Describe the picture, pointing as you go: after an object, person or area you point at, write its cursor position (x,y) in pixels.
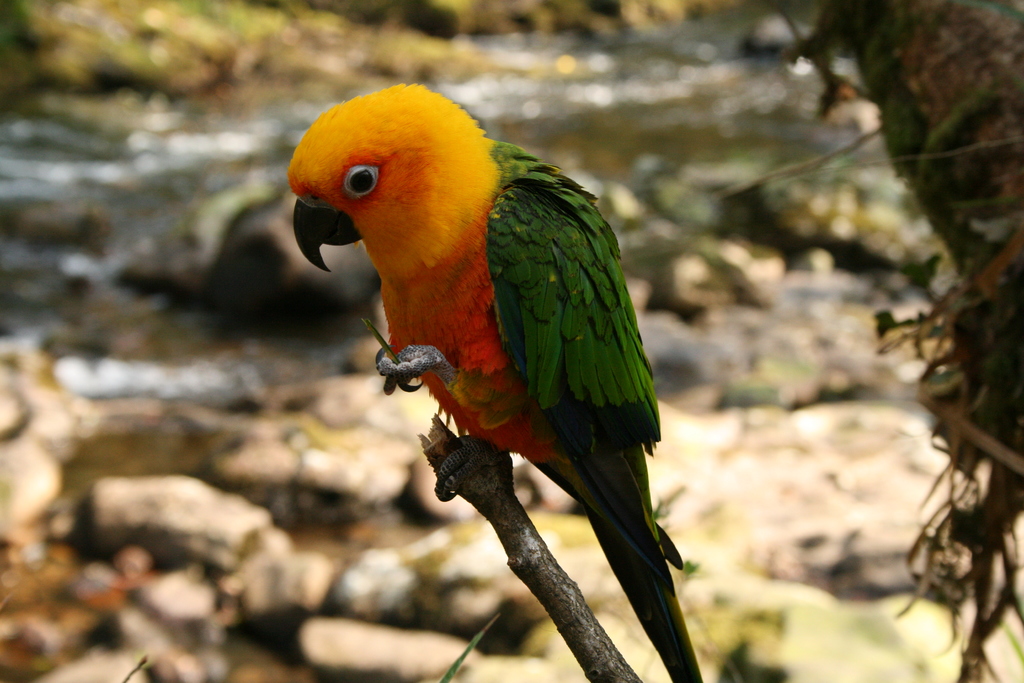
At the bottom of the image (635,586) there is a stem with parrot (471,212) which is in yellow and green color is standing. Behind the parrot (611,485) there are stones (419,469) and water (705,142). And it is a blur image in the background (699,270).
